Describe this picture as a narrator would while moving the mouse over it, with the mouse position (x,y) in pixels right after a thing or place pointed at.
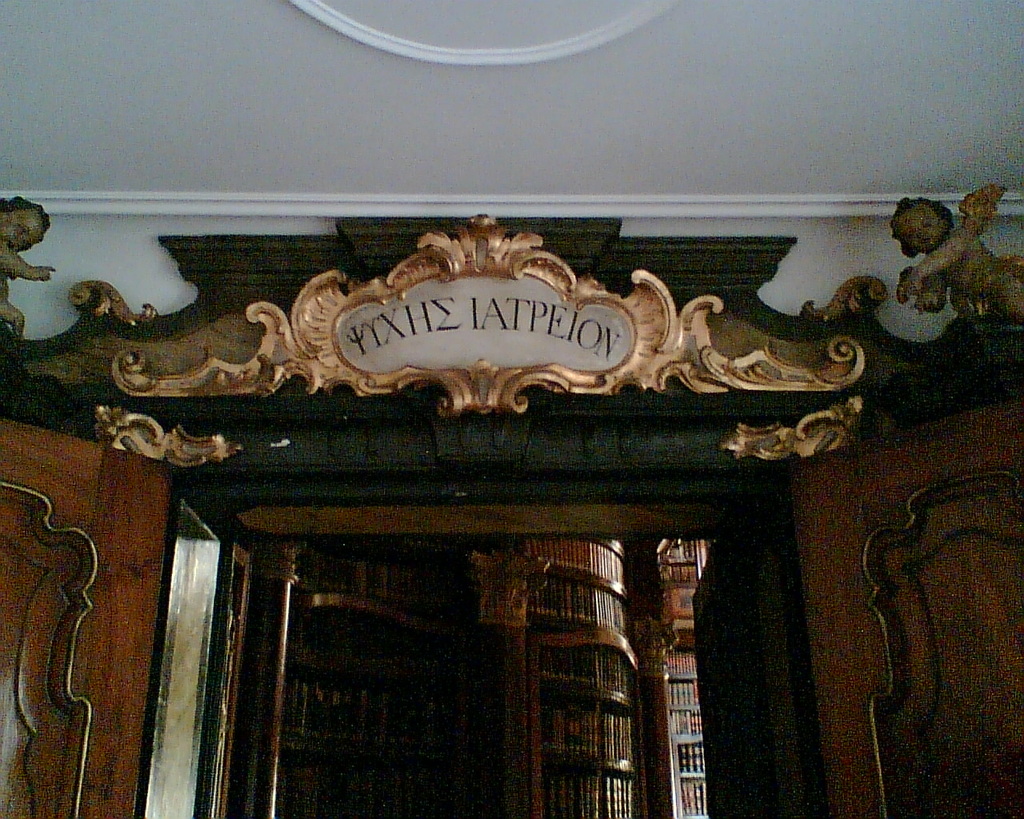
It is a zoomed in picture of an entrance (754,333) with doors (98,560) and behind the doors (119,565) we can see a rack (594,590) with full of books (618,754). At the top (513,31) there is ceiling (460,89).
